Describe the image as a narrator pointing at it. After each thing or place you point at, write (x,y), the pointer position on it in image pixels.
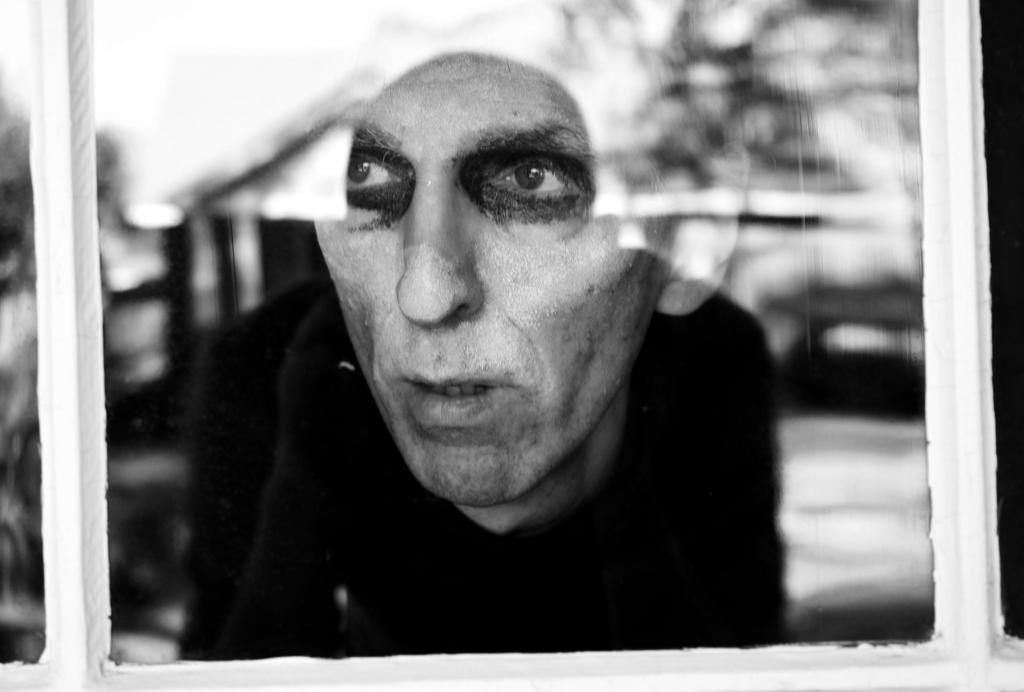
In this image there is a window (945,412). Behind the window (475,656) a person's face (617,319) is visible. On the window (731,207) there is reflection (808,158) of few trees (757,172).
